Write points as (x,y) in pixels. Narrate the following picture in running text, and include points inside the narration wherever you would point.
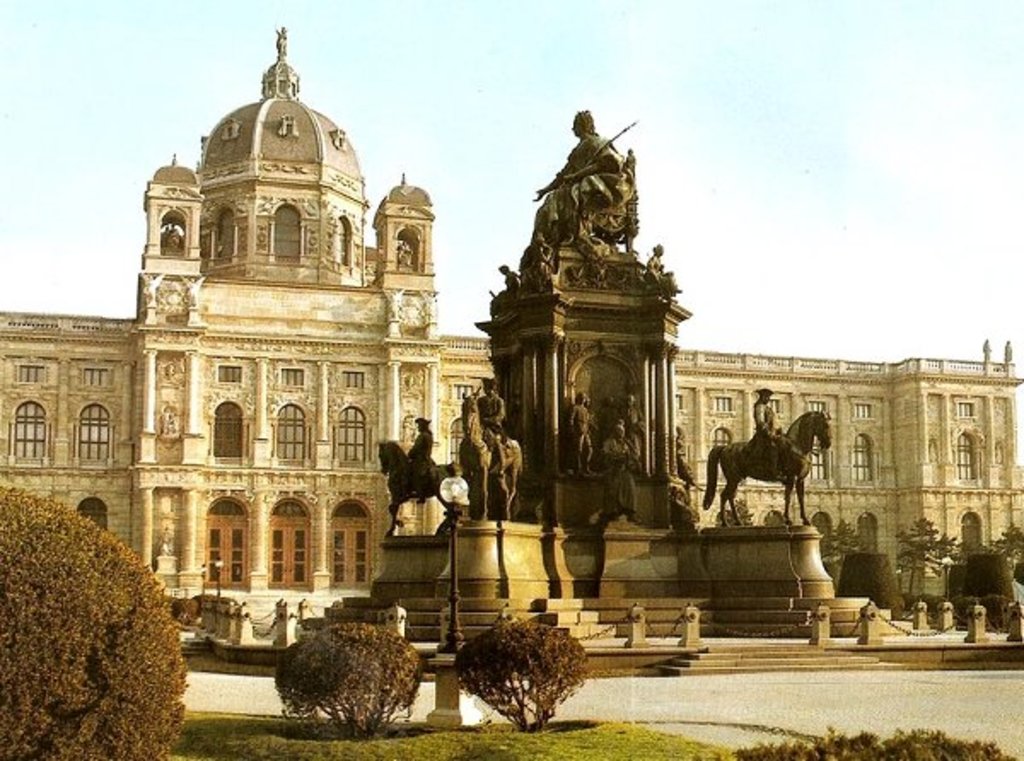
In this image I can see at the bottom (11,527) there are bushes (162,638). In the middle (471,463) there are statues (739,524). At the back side (399,401) it is a building (378,439), at the top (518,37) it is the sky (454,223).
